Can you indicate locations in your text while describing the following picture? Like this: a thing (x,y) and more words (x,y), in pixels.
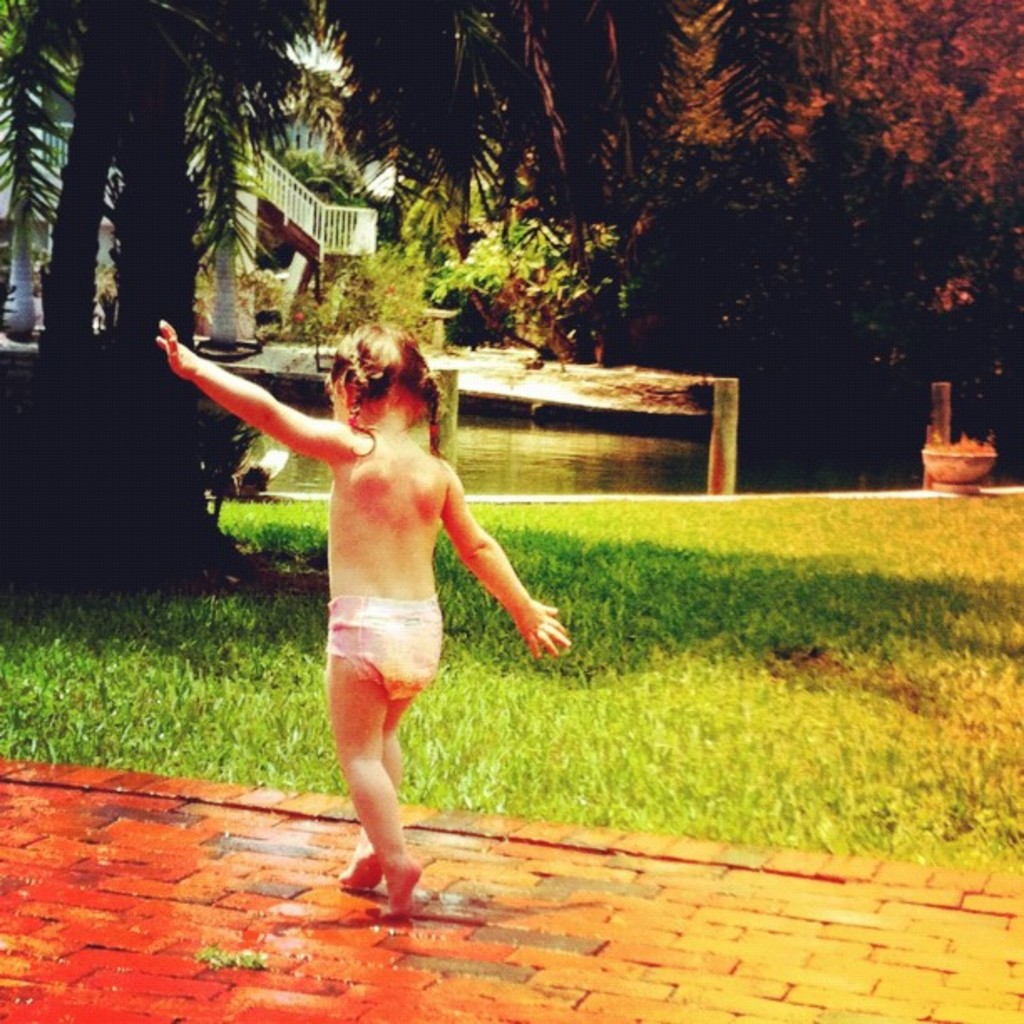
In this image there is one girl (377,604) who is walking, and at the bottom (835,891) there is walkway (428,877) and grass (415,782). And in the background (208,282) there is a house (337,68), railing (298,186), trees (397,219), pond (626,439) and some objects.
